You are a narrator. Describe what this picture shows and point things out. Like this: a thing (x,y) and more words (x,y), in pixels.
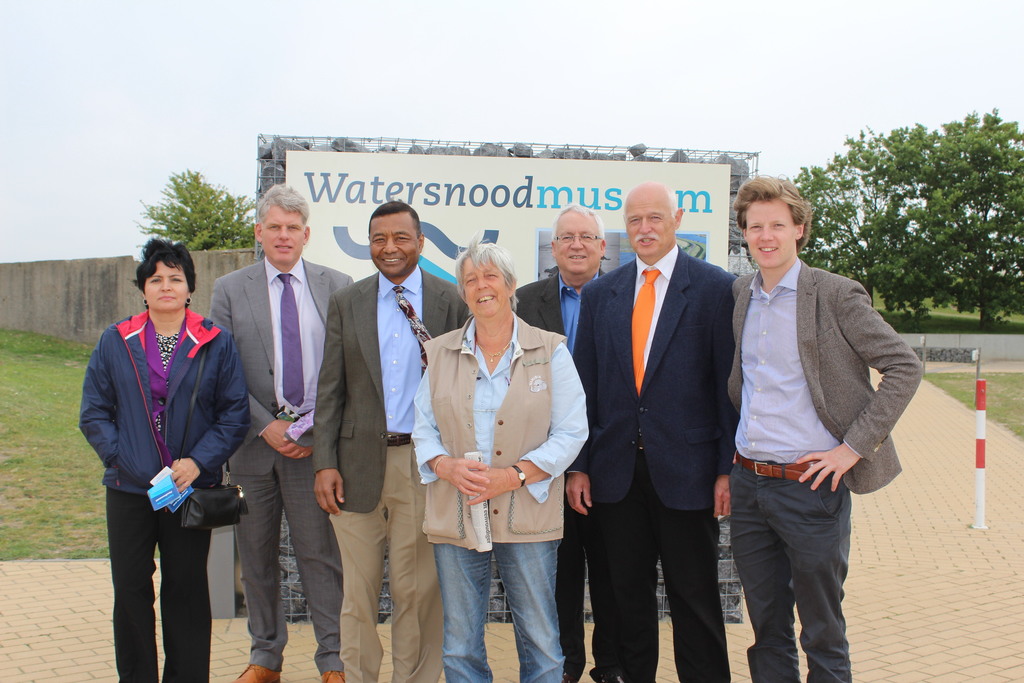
In this image in the foreground (762,656) many people (762,656) are standing and looking at something, on the back side (349,224) we can see a board (438,182), wall (76,282), trees (226,228). On the right side (982,529) I can see a pole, in the background (646,136) I can see the sky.
